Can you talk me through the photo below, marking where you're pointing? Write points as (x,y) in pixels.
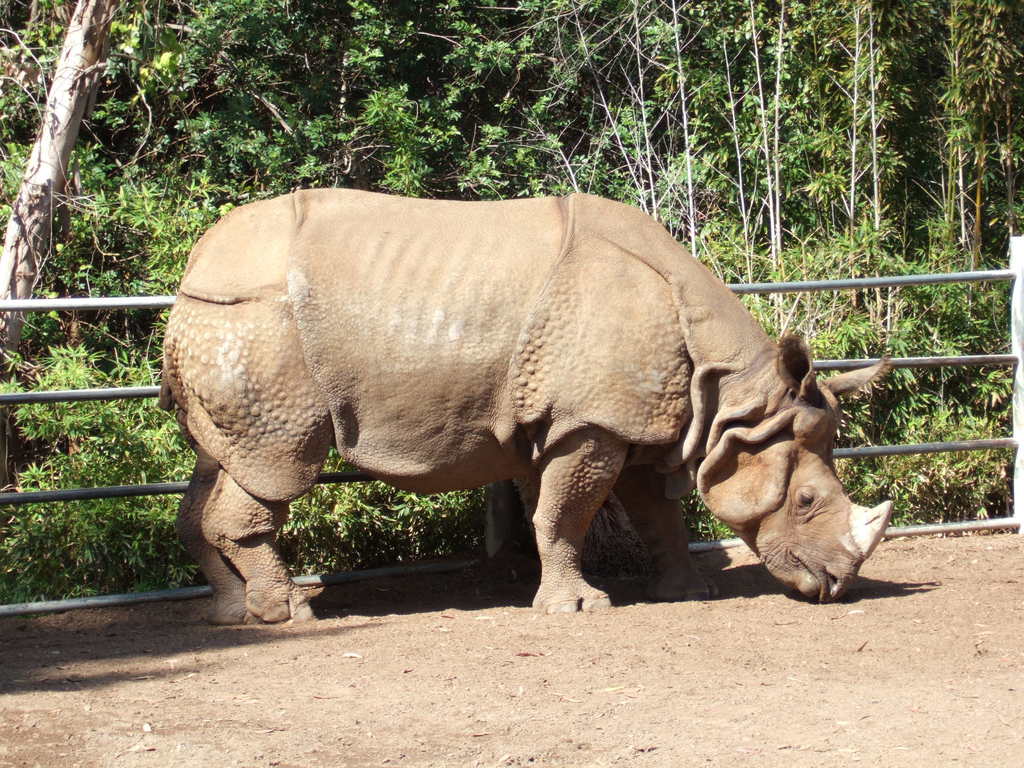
In this picture I can see there is a rhinoceros (803,473) and in the backdrop (370,570) I can see there is a fence (319,577) and there are plants (83,442) and trees (450,183) in the backdrop (970,110).
